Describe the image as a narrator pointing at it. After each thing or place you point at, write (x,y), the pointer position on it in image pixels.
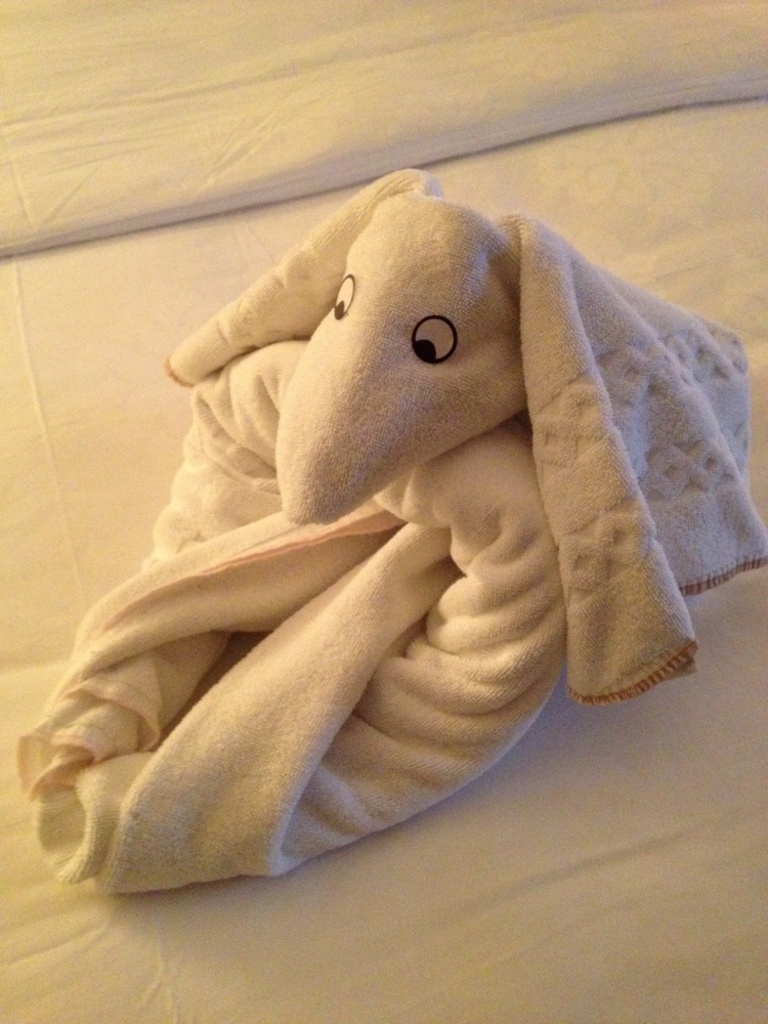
The picture consists a towel (469,552), blanket (337,167) and bed (105,470).
